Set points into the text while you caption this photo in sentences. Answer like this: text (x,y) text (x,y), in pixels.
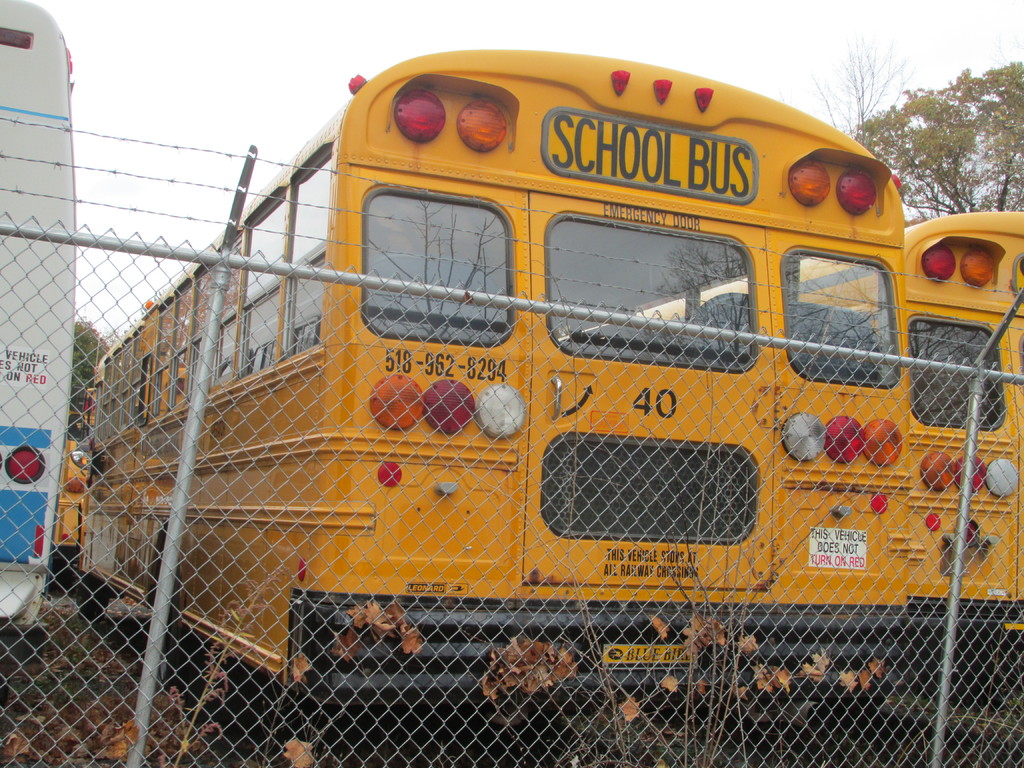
In this picture I can see the net (618,447) and metal rods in the middle (492,508), there are buses (435,386). In the background (985,169) there are trees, at the top (683,25) there is the sky (598,24).
